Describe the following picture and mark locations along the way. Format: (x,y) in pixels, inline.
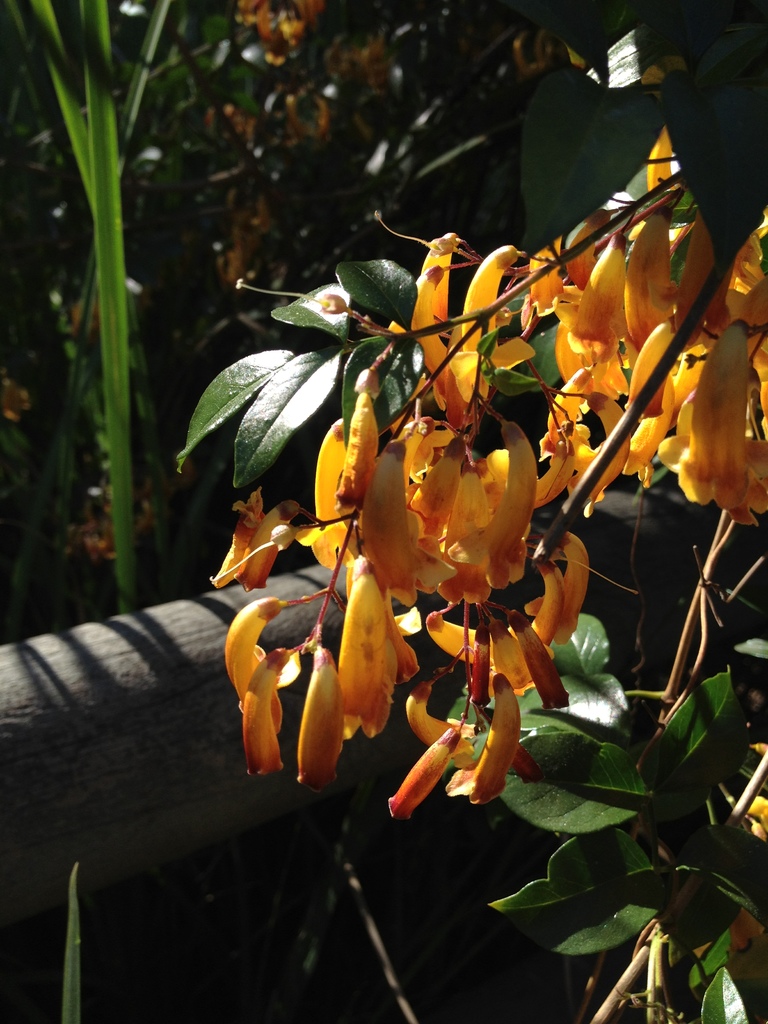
In this image we can see yellow color flowers (654,315) which is surrounded by various plants (723,844).
